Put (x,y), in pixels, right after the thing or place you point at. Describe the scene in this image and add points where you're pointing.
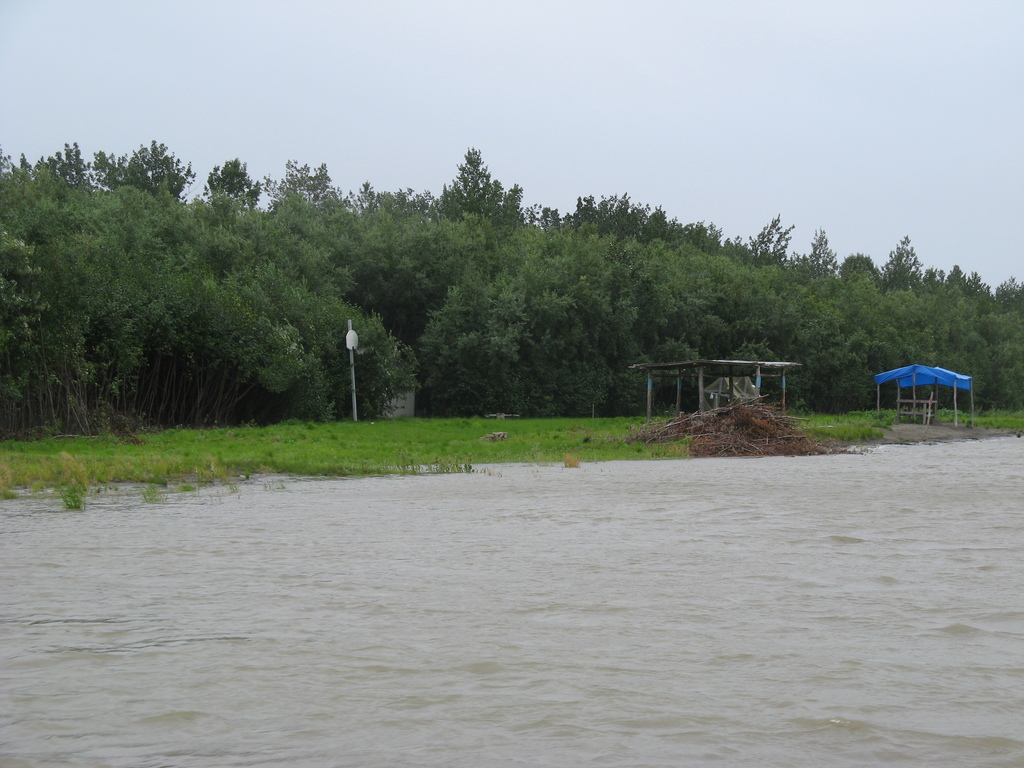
This is the water (384,601) flowing. I can see a bunch of branches (743,428). These are the shelters (886,378). I think this is the pole (356,335). These are the trees (538,269) with branches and leaves (598,319). Here is the grass (397,448).
